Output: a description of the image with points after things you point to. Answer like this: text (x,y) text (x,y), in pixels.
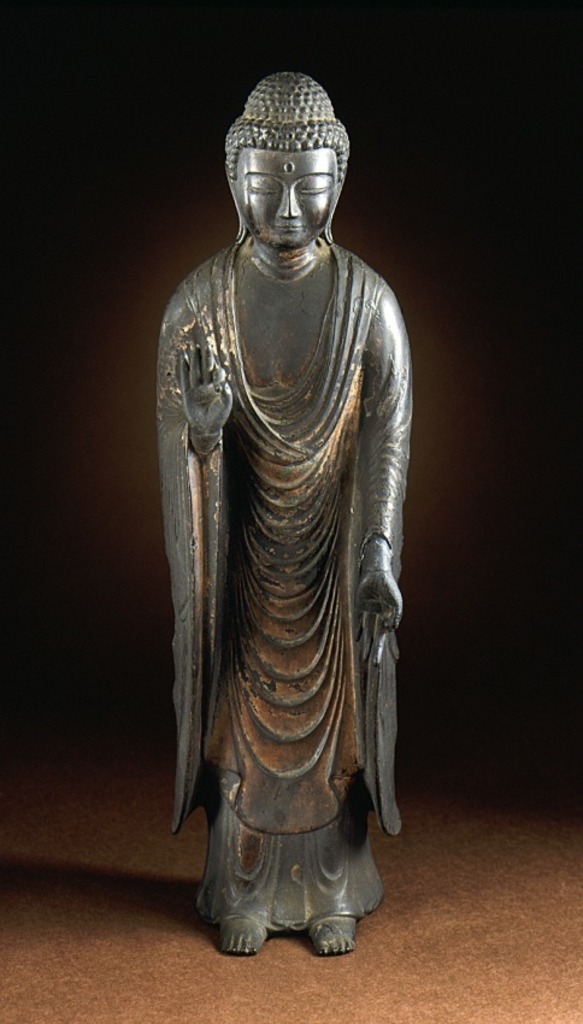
This picture is looking like a picture of metal statue of Gautama Buddha (285,469) with a dark background (75,565) and kept on floor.
